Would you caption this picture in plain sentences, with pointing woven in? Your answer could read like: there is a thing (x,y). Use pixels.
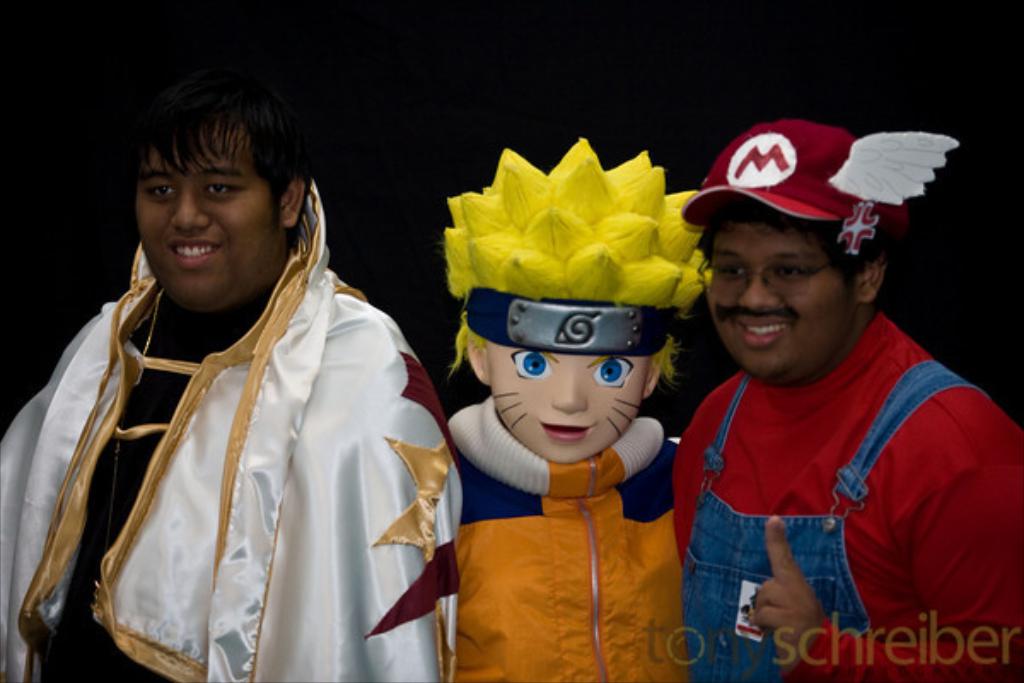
In this image I can see on the left side (291,371) a boy (275,410) is smiling, he wore shining white color cloth (284,436). In the middle (549,444) there is a doll (543,416) in the shape of a boy. On the right side (828,139) a boy (829,277) wore red color t-shirt (855,444), cap (855,193).
